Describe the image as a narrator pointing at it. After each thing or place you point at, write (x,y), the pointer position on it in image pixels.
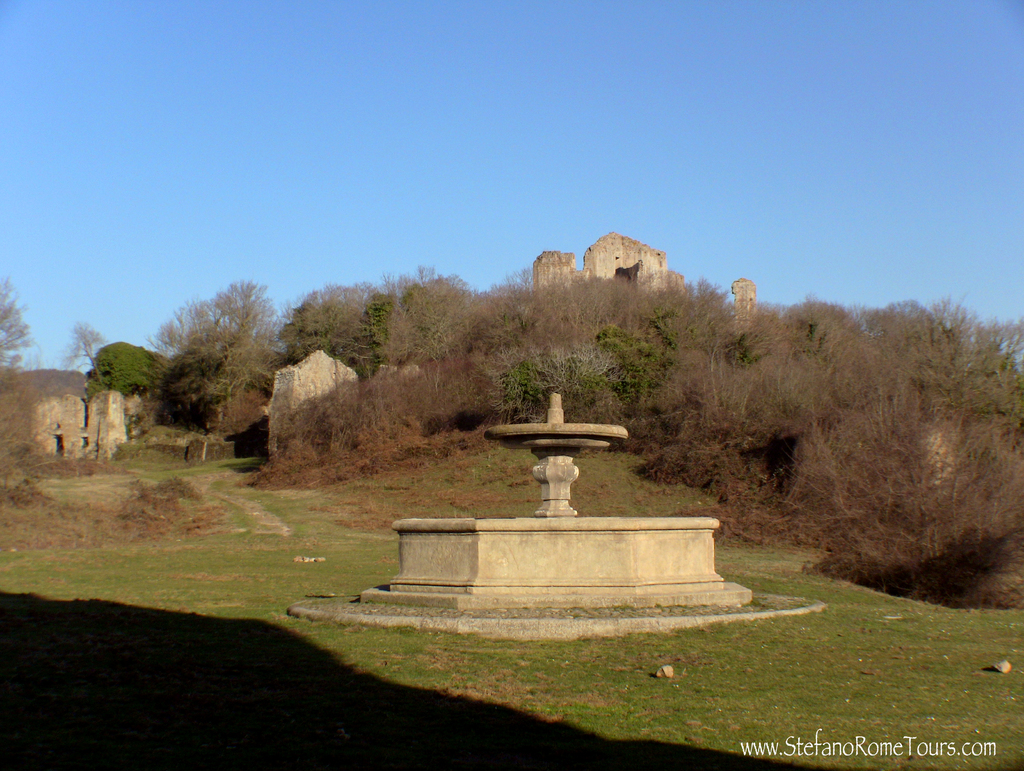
In this image there is a fountain (633,538), in the background (340,423) there are plants (340,423) and monuments (280,399) and the sky (714,171).
